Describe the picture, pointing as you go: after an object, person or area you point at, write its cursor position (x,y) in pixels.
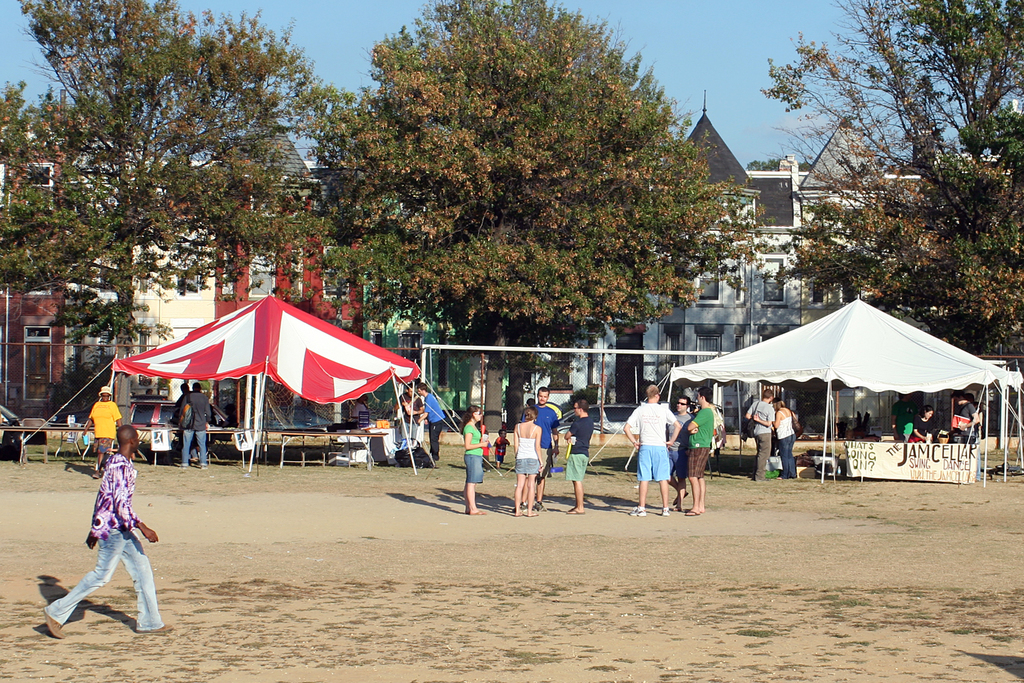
In this image there are people (759,457). Behind them there are tents (351,377), tables (31,428). In the background of the image (503,208) there are trees (566,128), buildings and sky (824,8). At the bottom of the image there is a person (136,574) walking.
